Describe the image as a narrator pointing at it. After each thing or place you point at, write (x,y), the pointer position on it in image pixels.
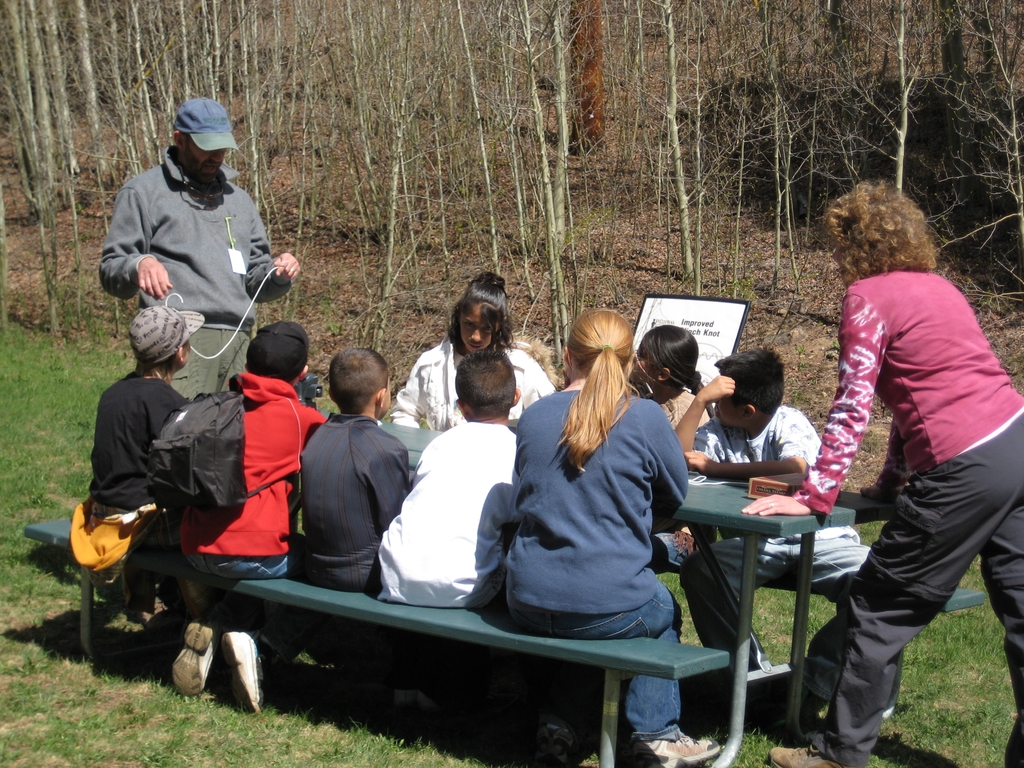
In this image there are so many children (362,564) and lady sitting on bench (221,579) which is on grass field (60,437), where a man (253,249) and woman (1023,456) standing, beside them there are so many trees (1018,203).
